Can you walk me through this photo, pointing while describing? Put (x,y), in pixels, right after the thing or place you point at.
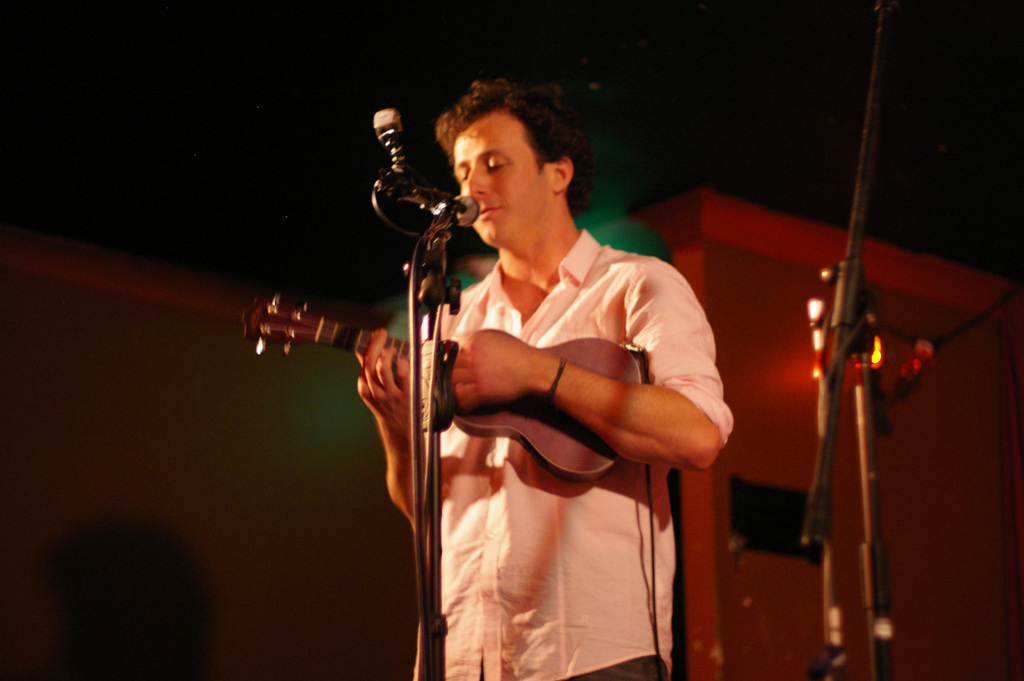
This picture shows a man (635,561) playing guitar (364,332) and singing with the help of a microphone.
